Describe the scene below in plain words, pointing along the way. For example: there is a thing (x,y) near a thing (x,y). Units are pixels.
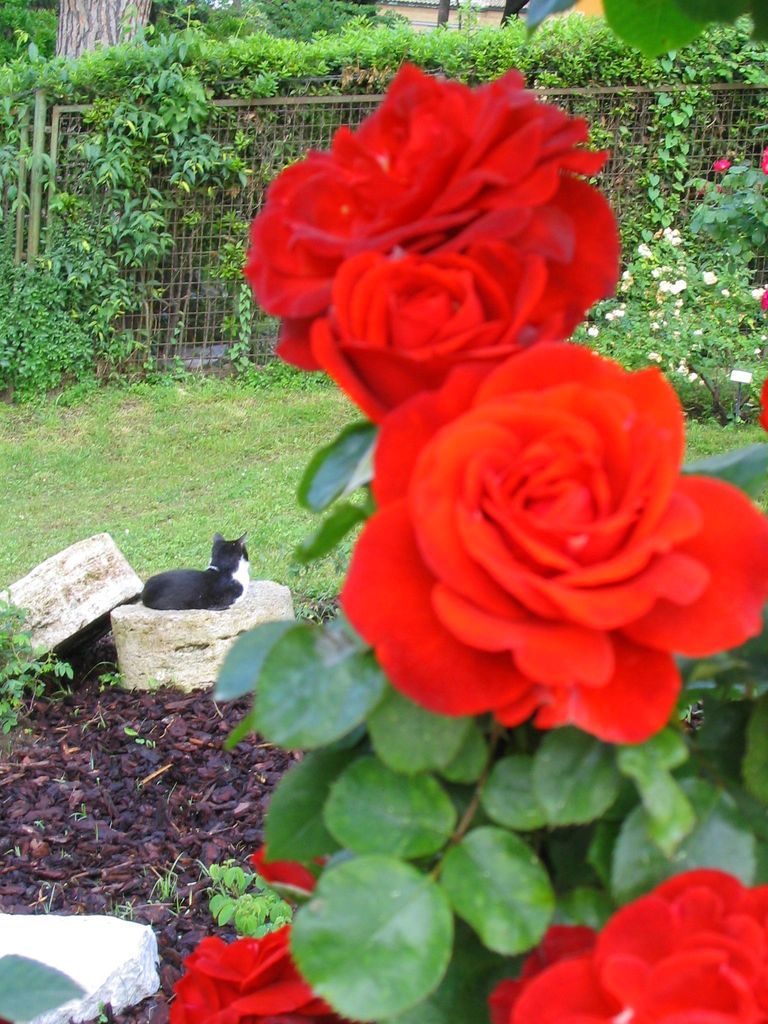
In this image I can see flowering plants (426,634) and a cat (228,603) is sitting on a stone (201,611). In the background (192,198) I can see a fence (211,184), creepers (234,161), and a tree trunk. This image is taken may be in a garden (346,548) during a day.
